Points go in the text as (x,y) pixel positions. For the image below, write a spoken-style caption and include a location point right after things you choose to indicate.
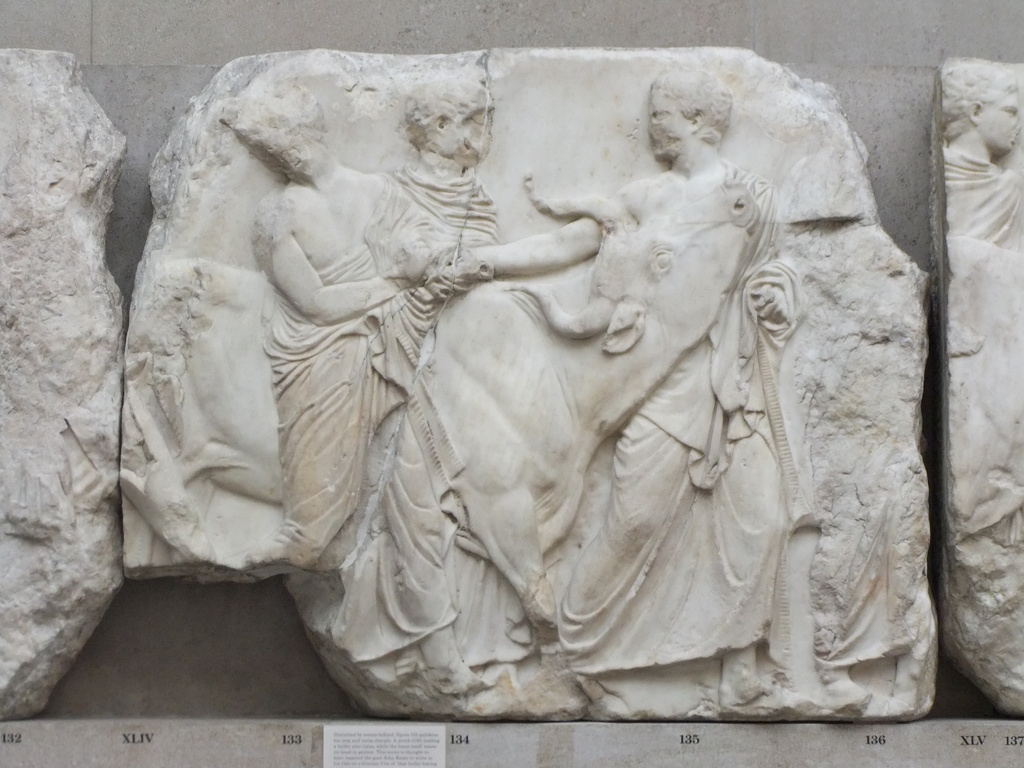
In this picture we can observe a carving (395,236) on the white color stone (229,226) placed here. In the background (351,20) there is a wall (545,29).
